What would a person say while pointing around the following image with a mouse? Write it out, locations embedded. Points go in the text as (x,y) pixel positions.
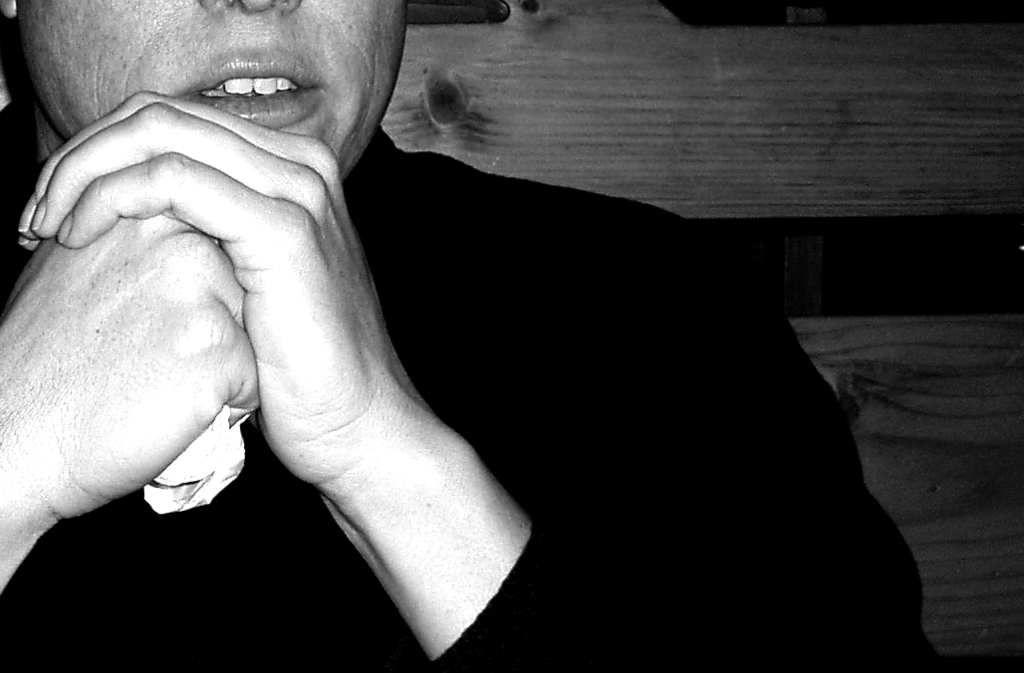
This is a black and white image, where there is a person (226,262) sitting, and in the background (808,266) there are wooden boards (957,496).
